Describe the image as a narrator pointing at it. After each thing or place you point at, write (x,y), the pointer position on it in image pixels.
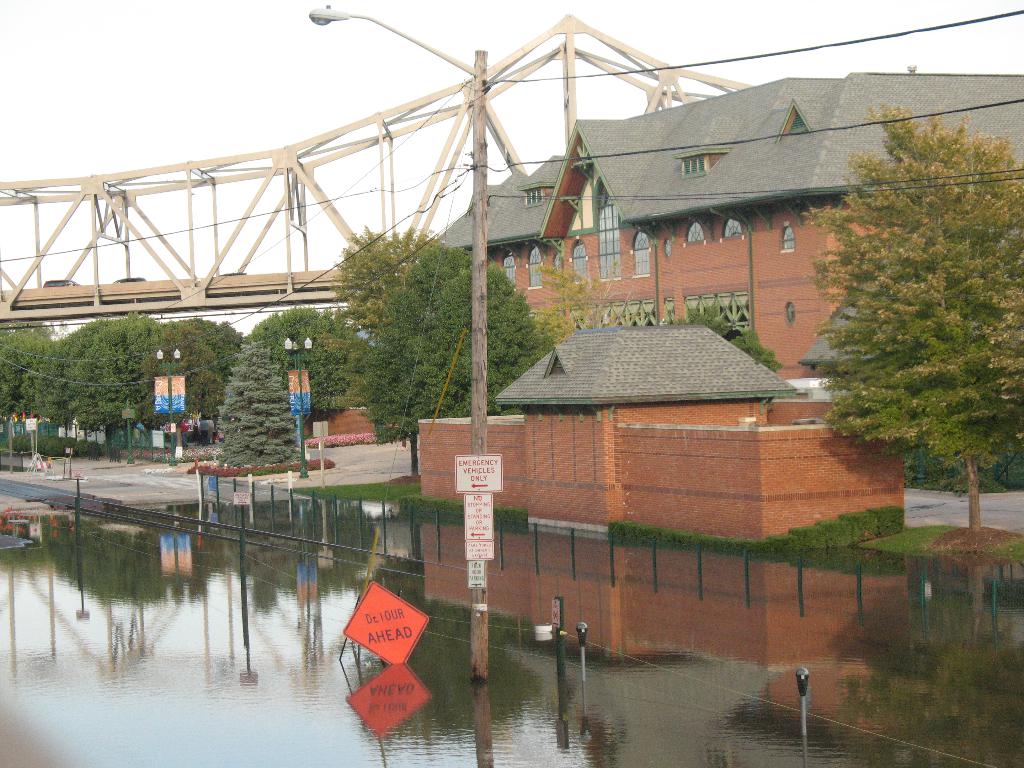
In this picture we can see water (415,590), few sign boards (371,611) and poles (475,602), in the background (686,502) we can see few trees (20,366), buildings (653,410), lights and a bridge (228,288).
